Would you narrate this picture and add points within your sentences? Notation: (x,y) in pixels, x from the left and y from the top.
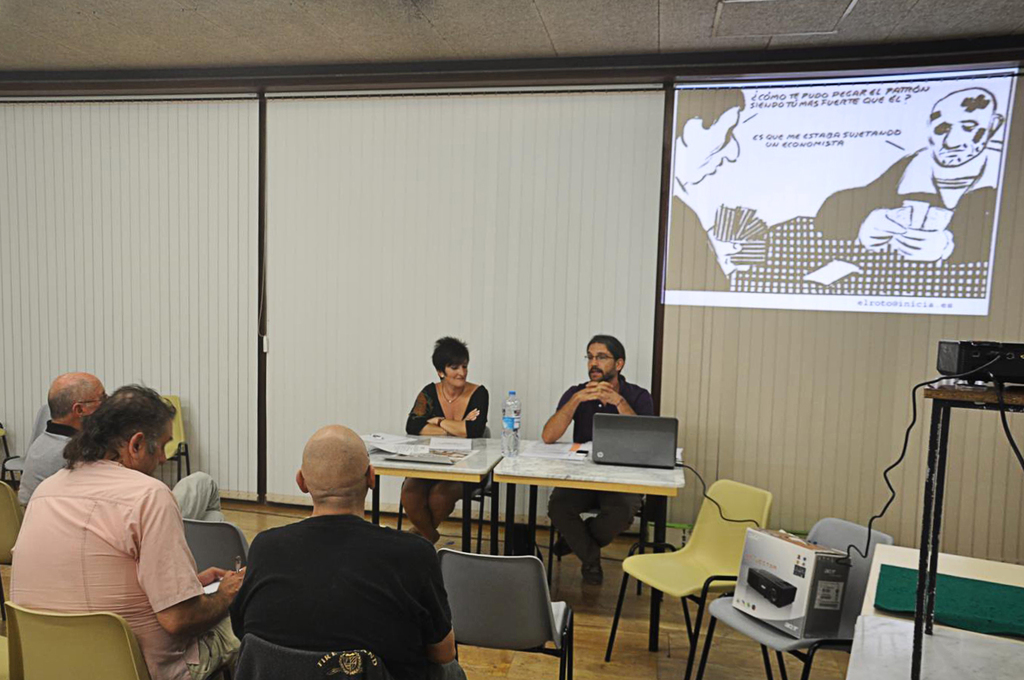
On the background (793,135) we can see a screen (897,148). We can see a man (622,374) and a woman (443,402) sitting on chairs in front of a table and on the table (383,460) we can see papers (448,442), water bottle (511,428) and laptop (662,440). Here we can see a box (796,588) on chair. We can see persons (258,568) sitting on chairs (195,563). This is a floor (616,651).
